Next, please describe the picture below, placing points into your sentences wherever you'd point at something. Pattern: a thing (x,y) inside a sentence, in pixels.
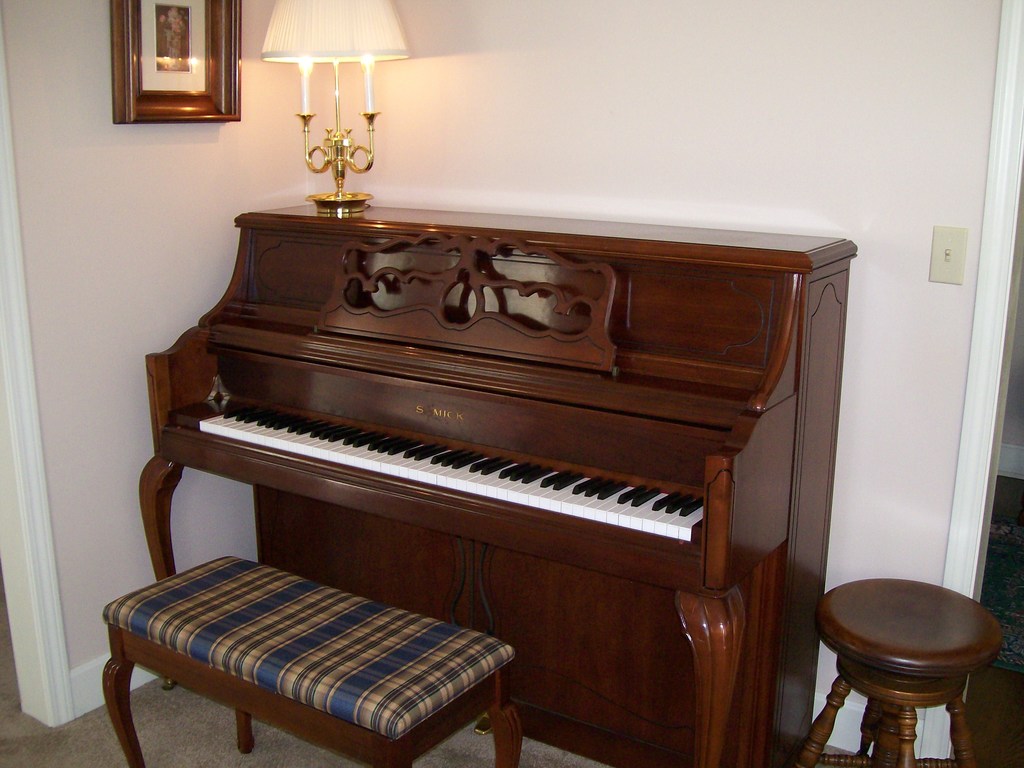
There is a wooden piano (488,344) which is brown in color and there is a lamp (341,173) on the piano (366,229) and there are two chairs (334,595) in front (332,608) and beside the piano (692,503) and the background wall (581,151) is white in color.
